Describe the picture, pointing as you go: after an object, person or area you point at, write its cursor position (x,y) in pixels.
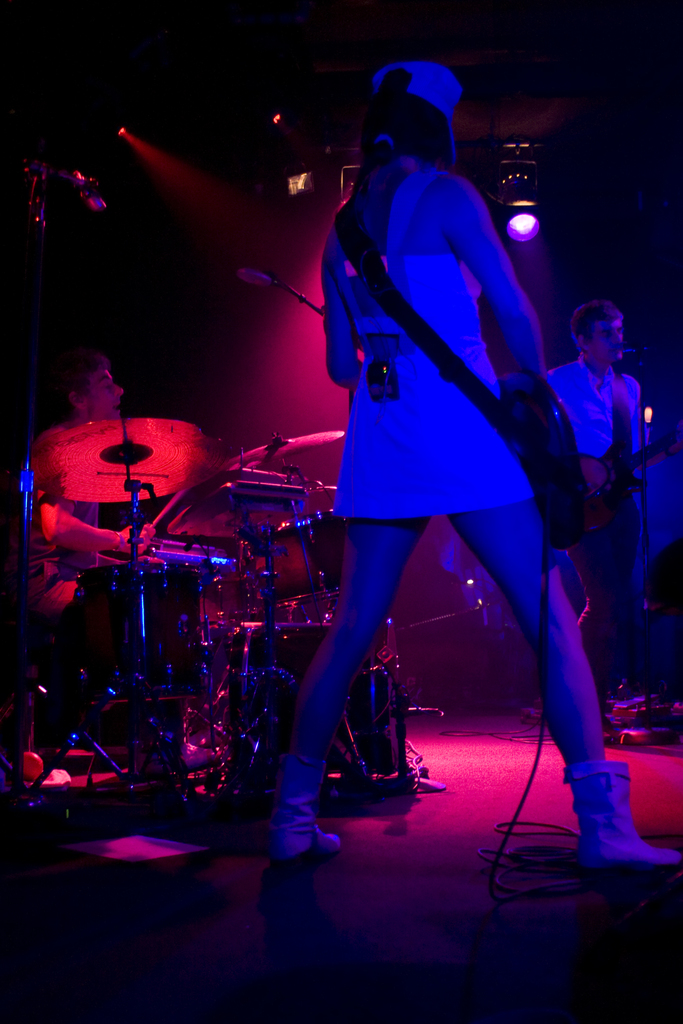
In this image we can see persons (373,477) standing on the dais (419,807) and holding musical instruments (540,417) in the hands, person (116,403) sitting on the chair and playing musical instruments (172,532), electric lights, mics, cables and a carpet (469,771) on the floor (542,814).
